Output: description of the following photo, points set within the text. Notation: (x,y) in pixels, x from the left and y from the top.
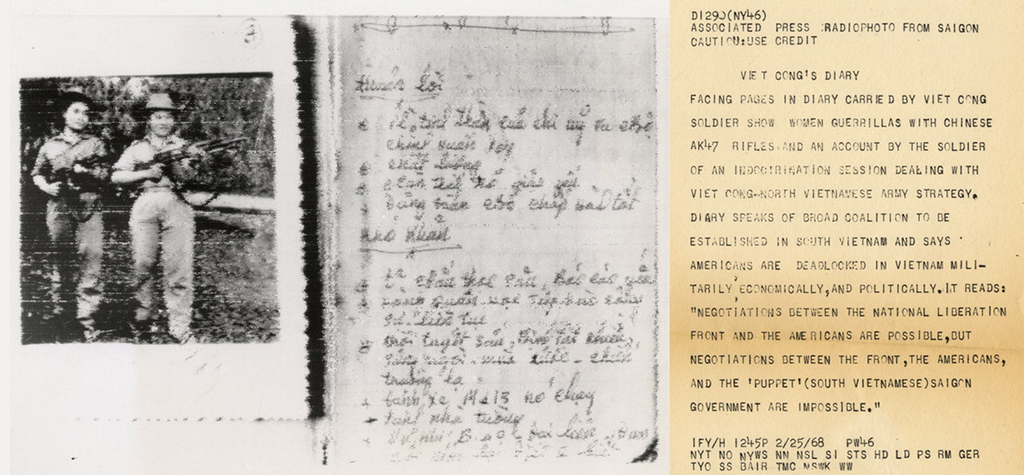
In this image I can see collage photos where on the left side (41,152) I can see two persons (150,98) are standing and holding guns (191,145). I can also see something is written on the right side (864,131).
